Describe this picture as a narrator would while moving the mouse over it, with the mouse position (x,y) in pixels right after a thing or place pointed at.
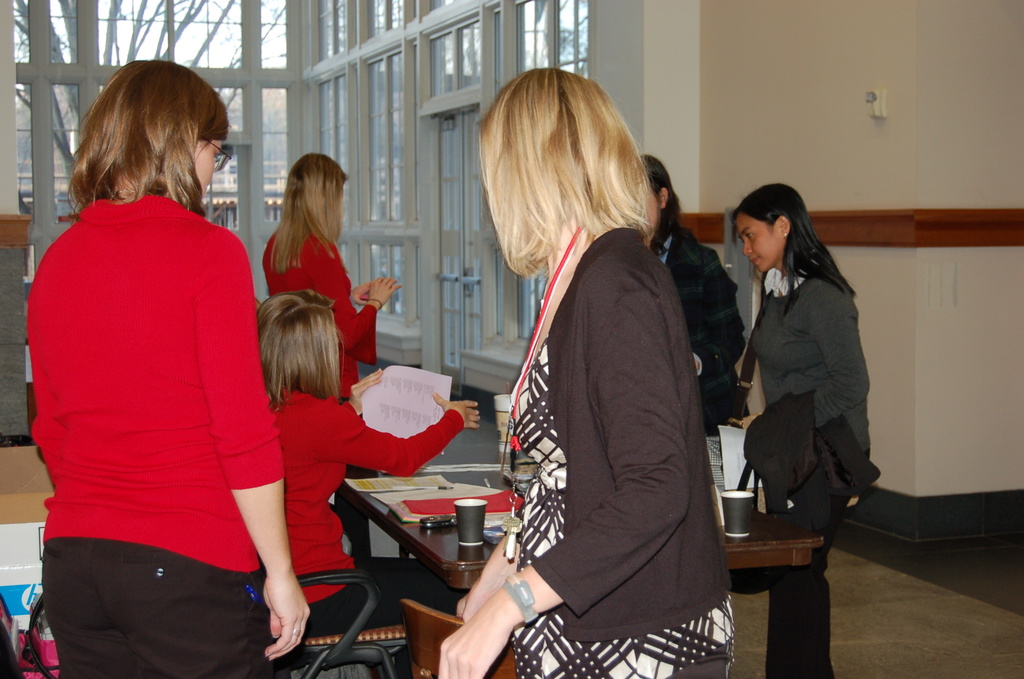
In this image we can see some group of persons (76,655) standing around the table (353,494) and a person (325,362) wearing red color dress (314,559) sitting on a chair (372,598) holding a paper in her hands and there are some papers (390,504), pens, coffee glasses (461,540) on the table (475,476) and in the background of the image (419,97) there are some glass doors (246,67) and there are some trees (139,46).
